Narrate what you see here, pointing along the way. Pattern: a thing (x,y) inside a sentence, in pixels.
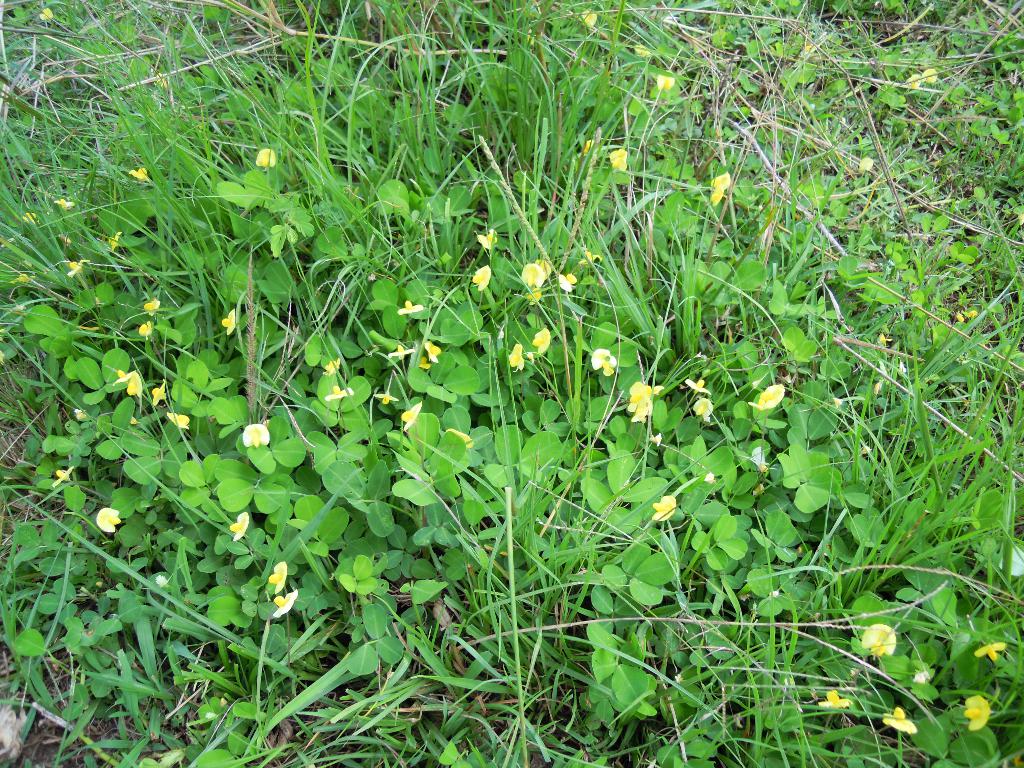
In this image, we can see some plants (400,199) and grass (705,90) on the ground (9,660).
